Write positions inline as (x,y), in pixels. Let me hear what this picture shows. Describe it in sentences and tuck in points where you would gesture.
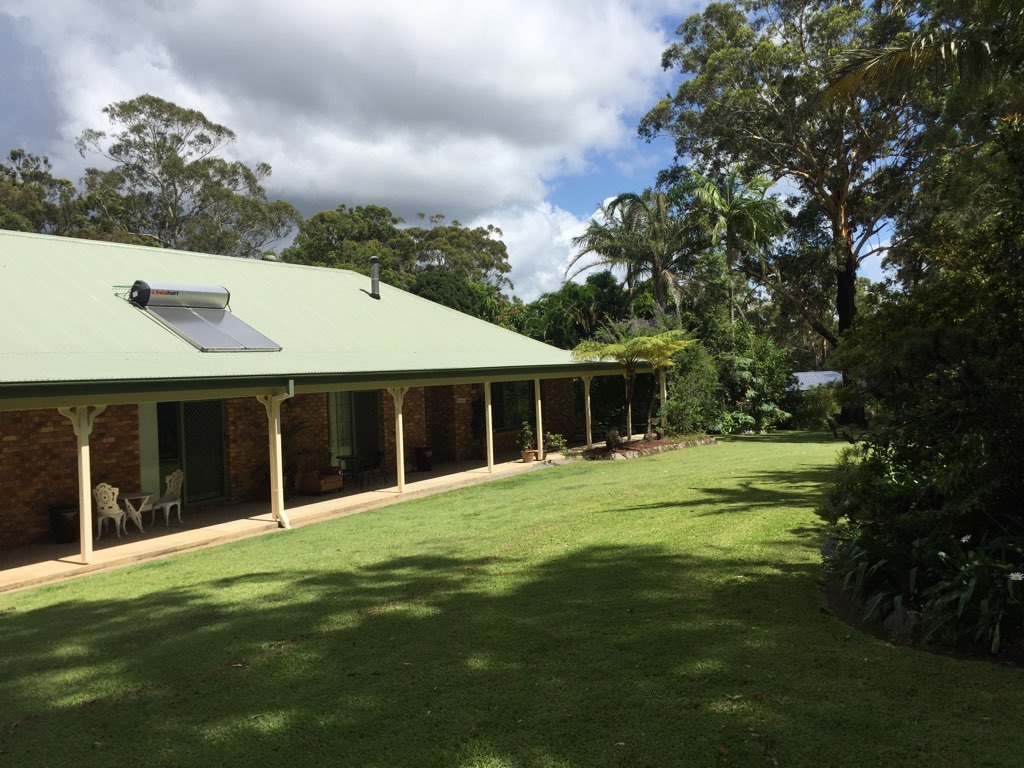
In this image we can see a house (512,441) with pillars (280,489), doors (377,447) and a solar panel (281,346) on a roof (170,335). We can also see some chairs (160,506) and plants (527,447) in the pots (544,457) under a roof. We can also see some grass (371,744), plants (938,579), a group of trees (855,326) and the sky (517,141) which looks cloudy.
